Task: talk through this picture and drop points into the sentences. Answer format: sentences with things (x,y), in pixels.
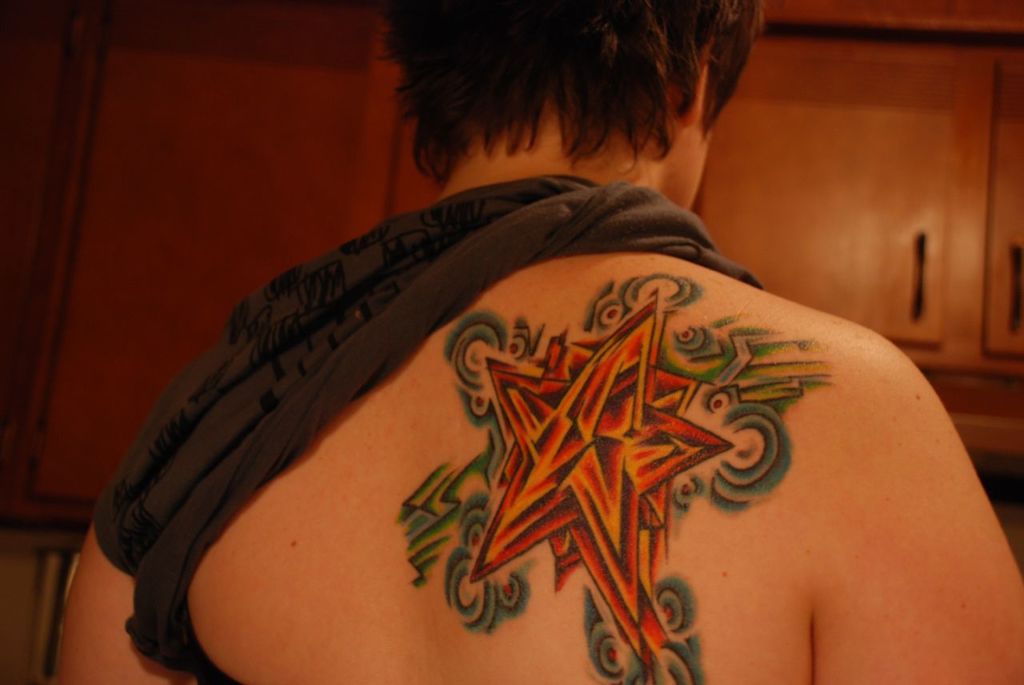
In this image I can see a tattoo (453,517) which is green, black and orange in color on the person's body (654,411) who is wearing black colored dress (435,286). In the background (240,187) I can see few brown colored wooden cabinets (222,170).
